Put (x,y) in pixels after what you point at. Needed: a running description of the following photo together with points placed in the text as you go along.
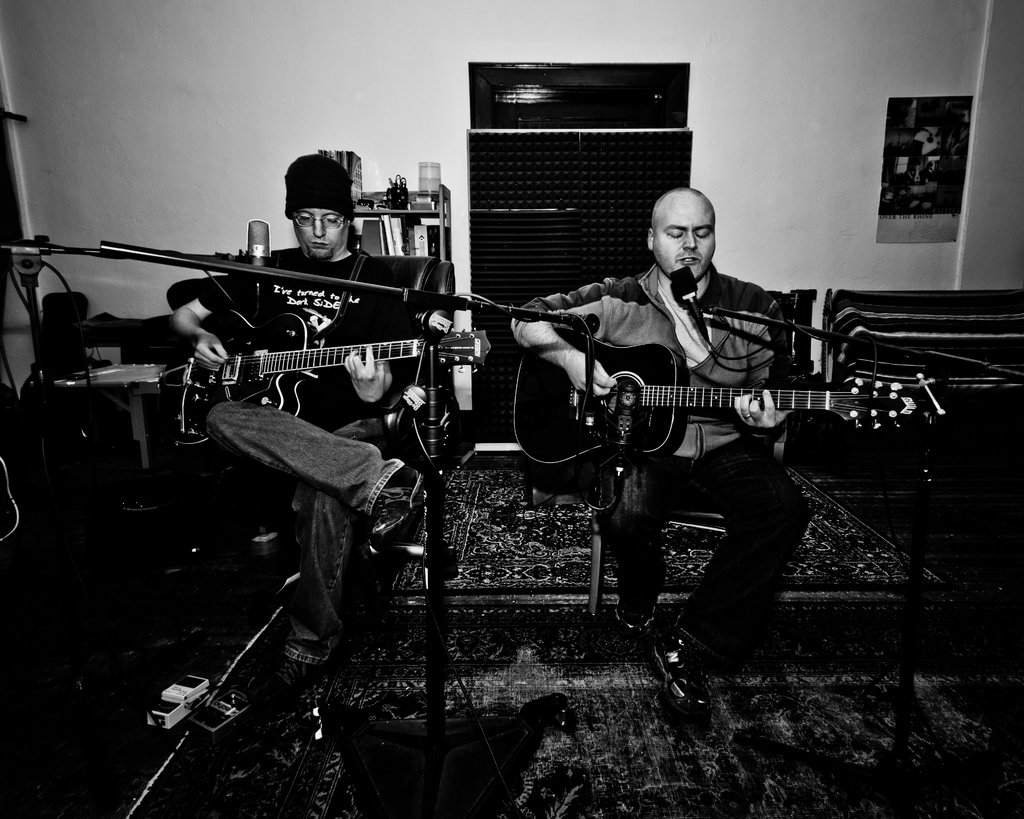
This is a black and white picture. There is a wall (697,62) on the background (848,94) and its a calendar (942,217). On the desk (447,235) we can see glass (430,171), books (370,235). Here we can see two persons (602,333) sitting on chairs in front of a mike (443,311) and playing guitar (627,362). This is a floor carpet (494,709). This is an adapter (168,703).
